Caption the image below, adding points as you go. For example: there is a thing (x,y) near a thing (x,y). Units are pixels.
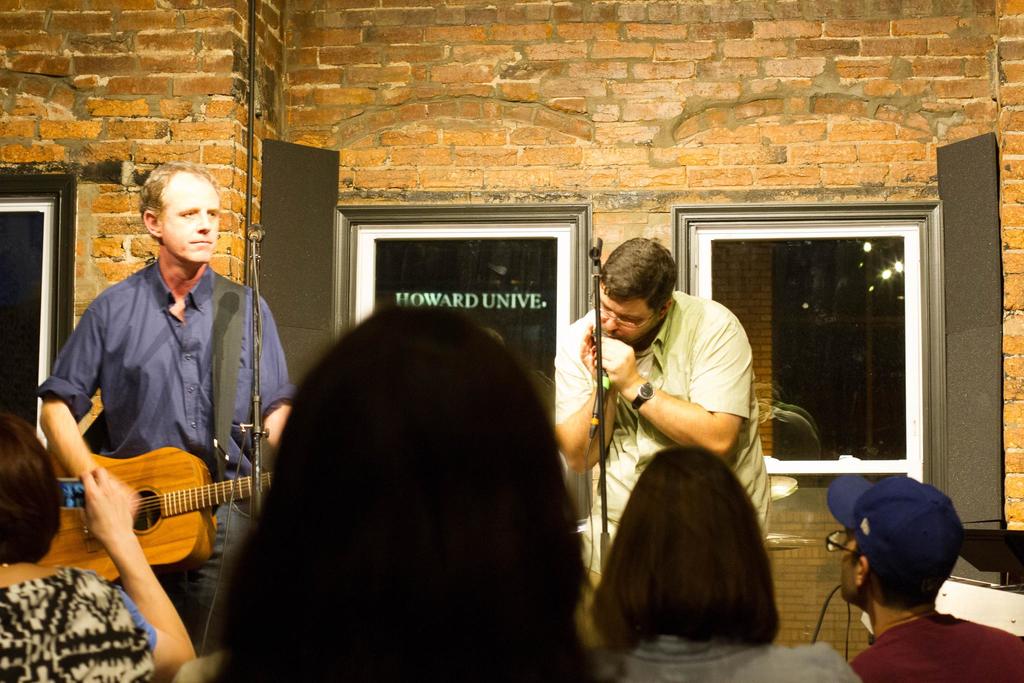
there are 4 people (504,540) watching 2 people (127,313) playing musical instruments (198,489). the person (178,391) at the left (151,372) is wearing a blue shirt (160,390) and playing guitar (178,489). the person (589,314) at the right (694,393) is playing a musical instrument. behind them there is a brick wall (583,120) on which there are 2 glass windows (816,293).
